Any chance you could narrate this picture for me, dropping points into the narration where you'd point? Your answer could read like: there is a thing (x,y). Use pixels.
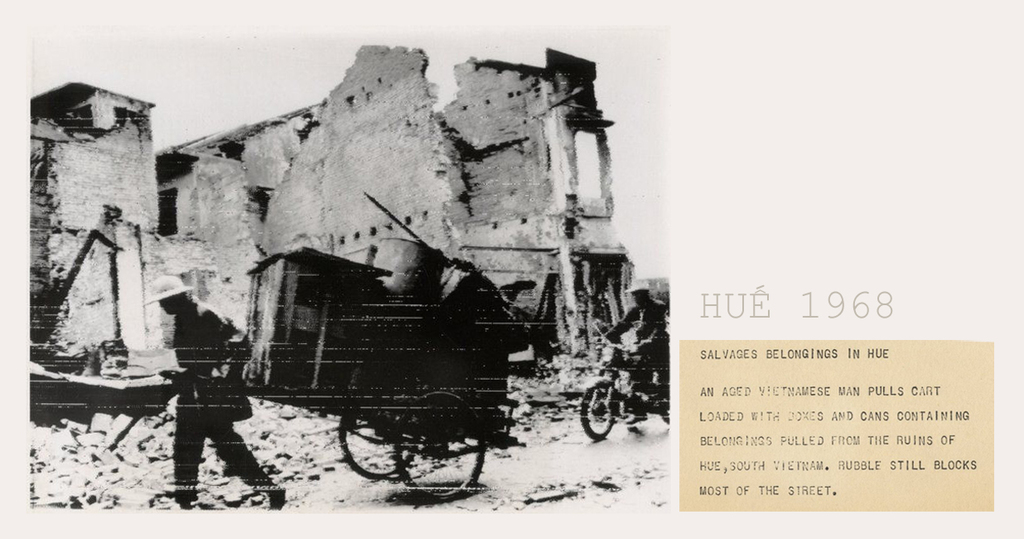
In this picture I can observe a person (198,385) and a cart (359,420) on the road (412,481). On the right side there is a person (646,367) driving a bike (593,390). In the background (445,159) I can observe some walls (304,192) of a building (159,194). On the right side (720,422) there is text (792,460) in this picture.
